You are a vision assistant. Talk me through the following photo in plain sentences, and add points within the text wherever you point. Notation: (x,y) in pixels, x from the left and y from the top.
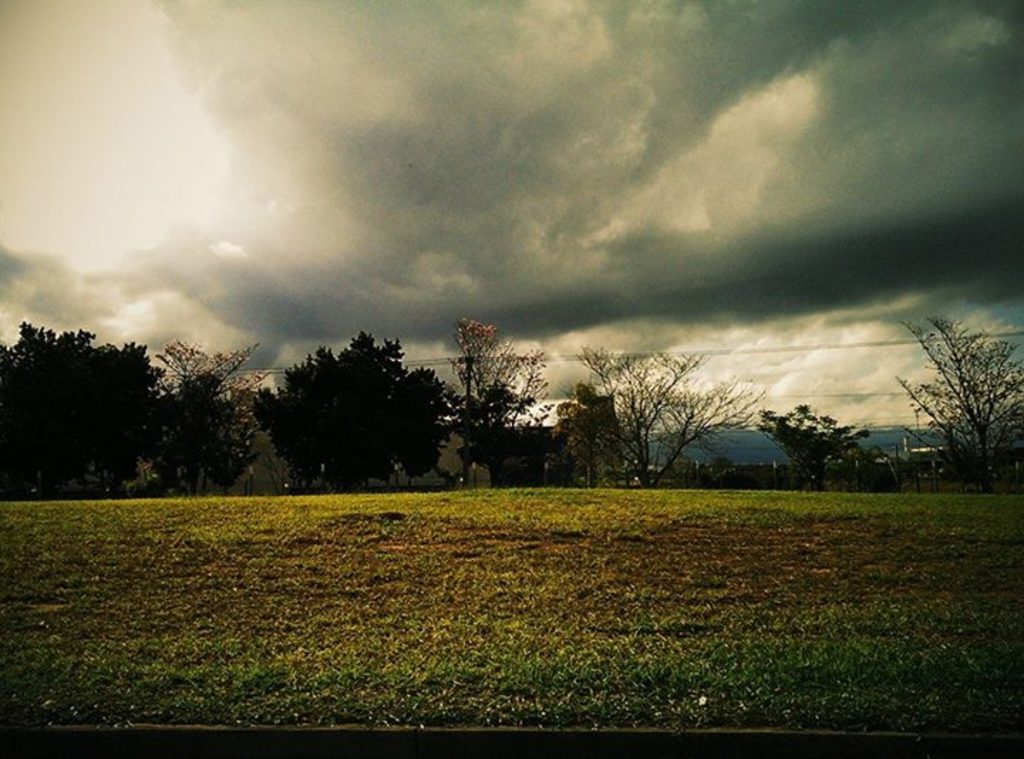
In this image we can see some buildings (527,465), a group of trees (512,455), a fence (545,461) and some wires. We can also see some grass (645,594), the hills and the sky (622,210) which looks cloudy.
